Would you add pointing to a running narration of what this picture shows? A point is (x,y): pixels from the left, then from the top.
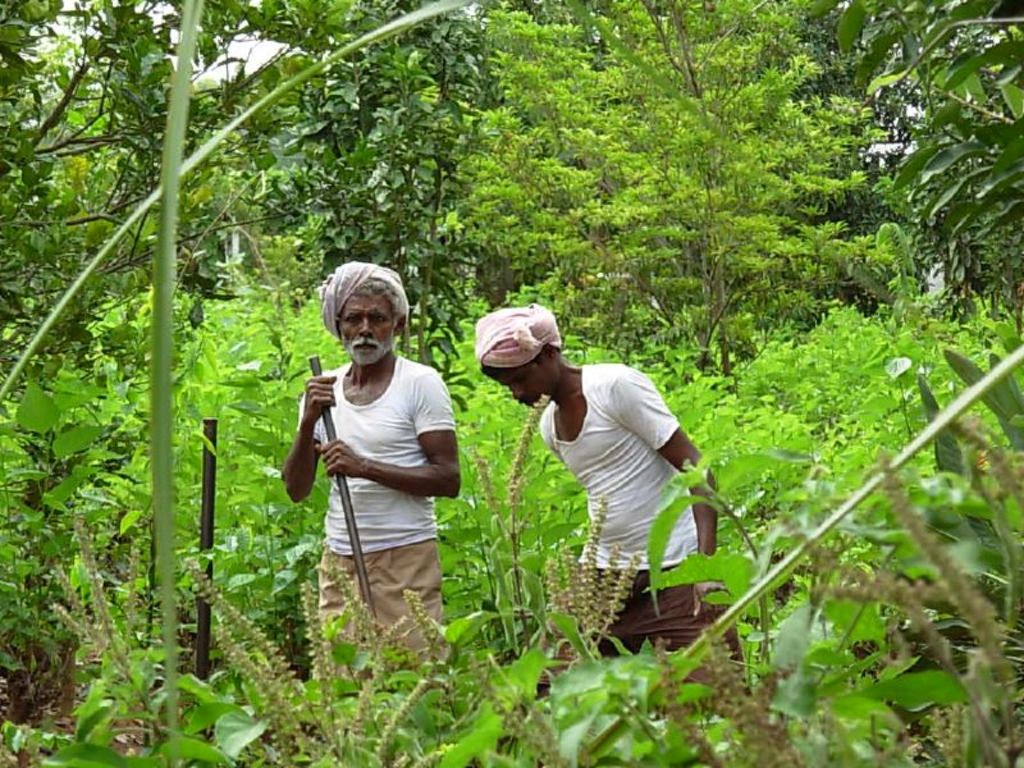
In the center of the image (489,343) there are persons (575,391) standing. In the background of the image (400,208) there are trees (642,208). There are plants (689,482).
